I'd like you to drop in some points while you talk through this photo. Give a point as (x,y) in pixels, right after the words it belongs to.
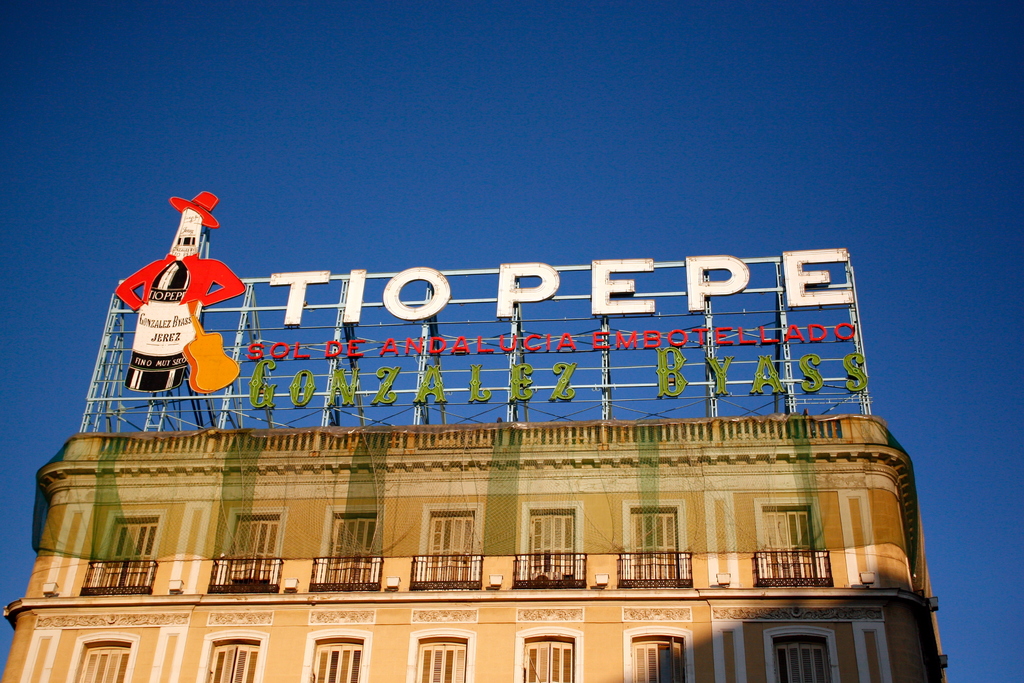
In this image there is a building (852,462) with net (768,474) and name boards (485,309), and in the background (633,356) there is sky (887,308).
